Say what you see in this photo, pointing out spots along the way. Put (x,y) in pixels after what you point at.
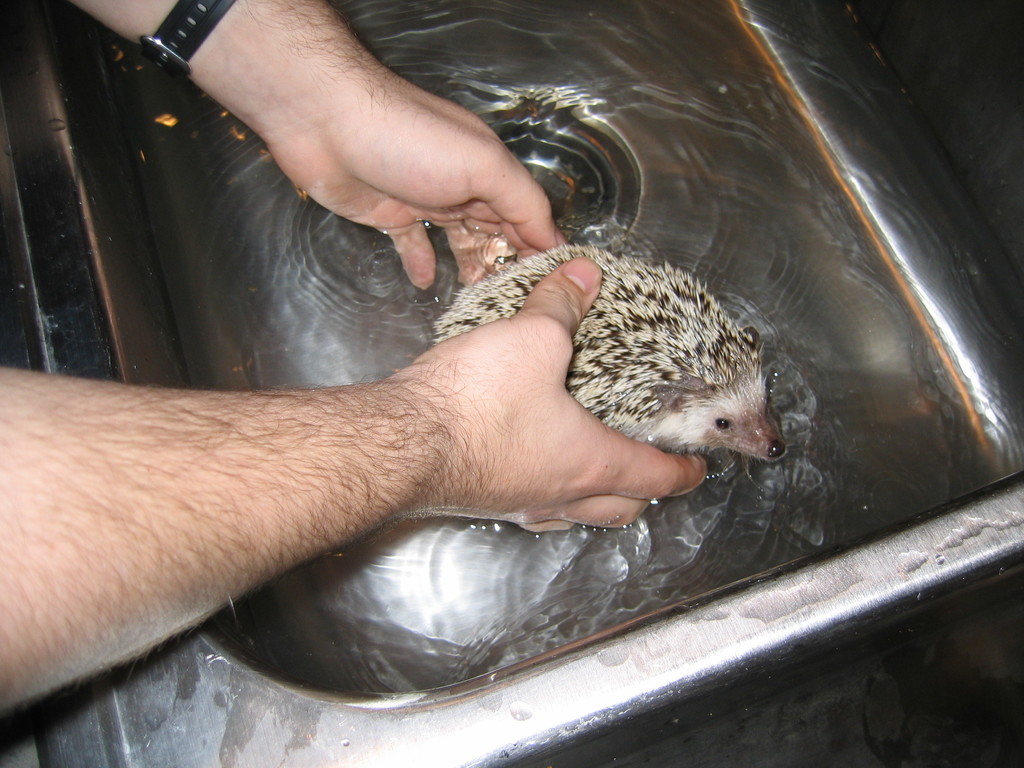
In this image we can see hands (493,454) of a person (306,2) holding an animal (675,397). Here we can see a wash basin (990,414) and water (349,546).
